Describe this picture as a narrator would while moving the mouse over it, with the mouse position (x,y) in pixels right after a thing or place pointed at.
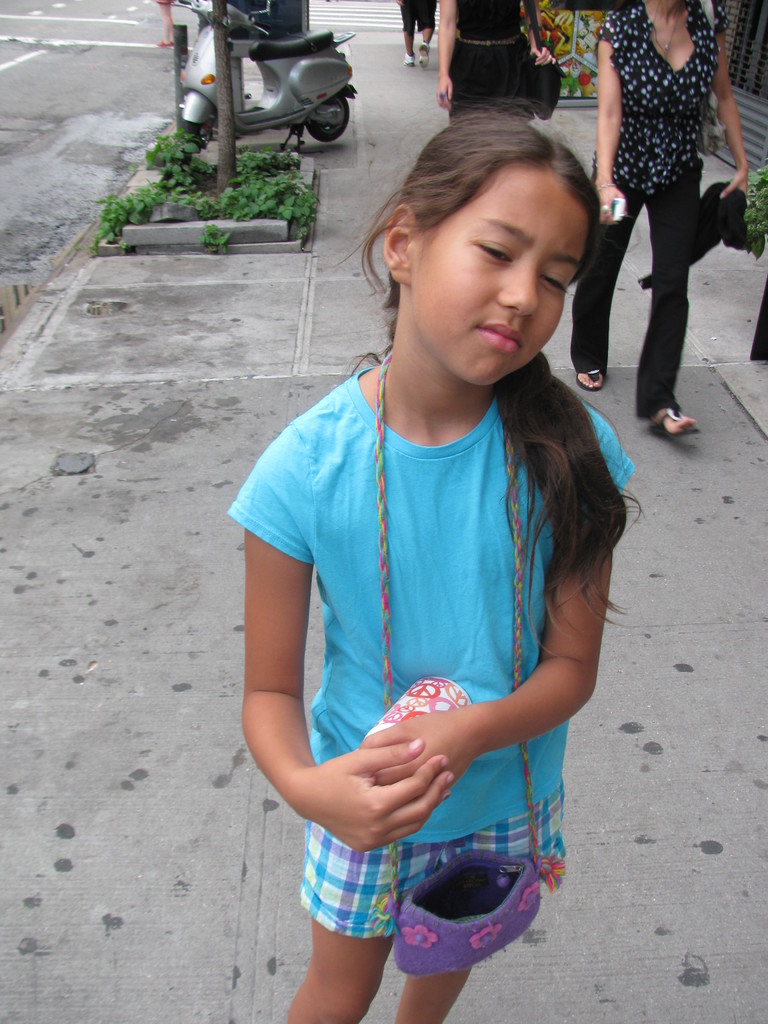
In this image, I see a girl (564,222) who is wearing a bag (401,955) and is on the path (187,726). In the background (294,177) I see few plants (152,166), a vehicle (194,103) and 3 person (488,23) and road (43,25) on the left (138,87).
